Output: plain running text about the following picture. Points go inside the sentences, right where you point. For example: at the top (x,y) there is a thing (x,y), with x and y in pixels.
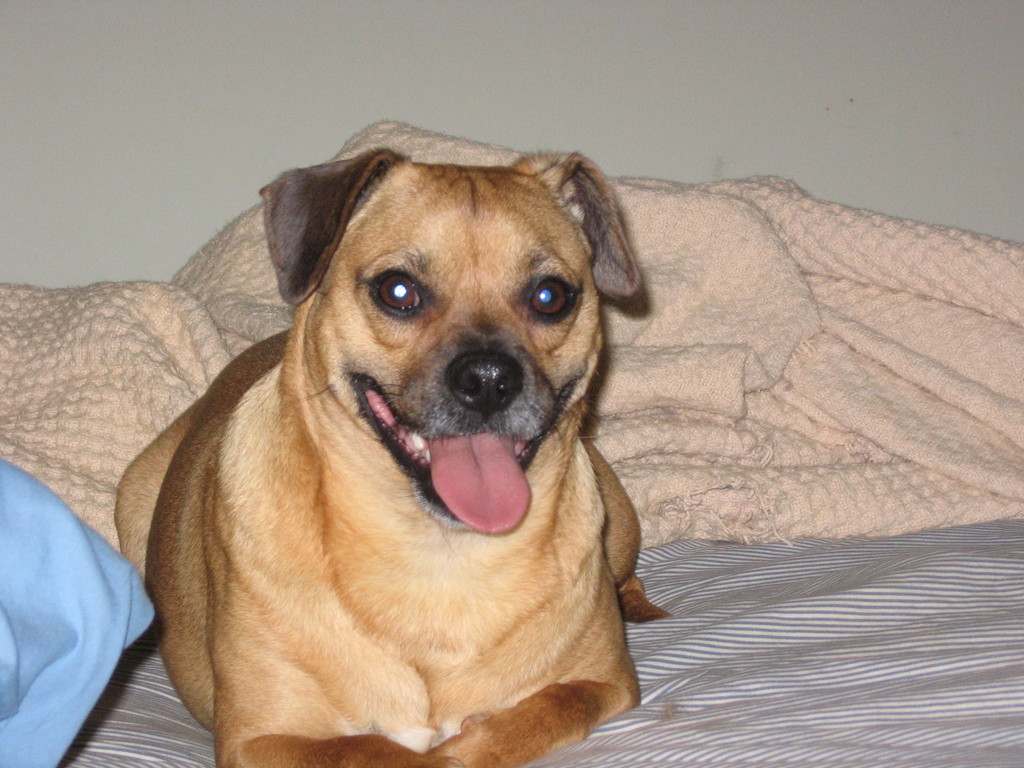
In this image we can see a dog (342,509) which is brown in color is resting on bed (79,744) and in the background of the image (102,371) there is blanket (847,444) which is in cream color and there is a wall (352,111).
